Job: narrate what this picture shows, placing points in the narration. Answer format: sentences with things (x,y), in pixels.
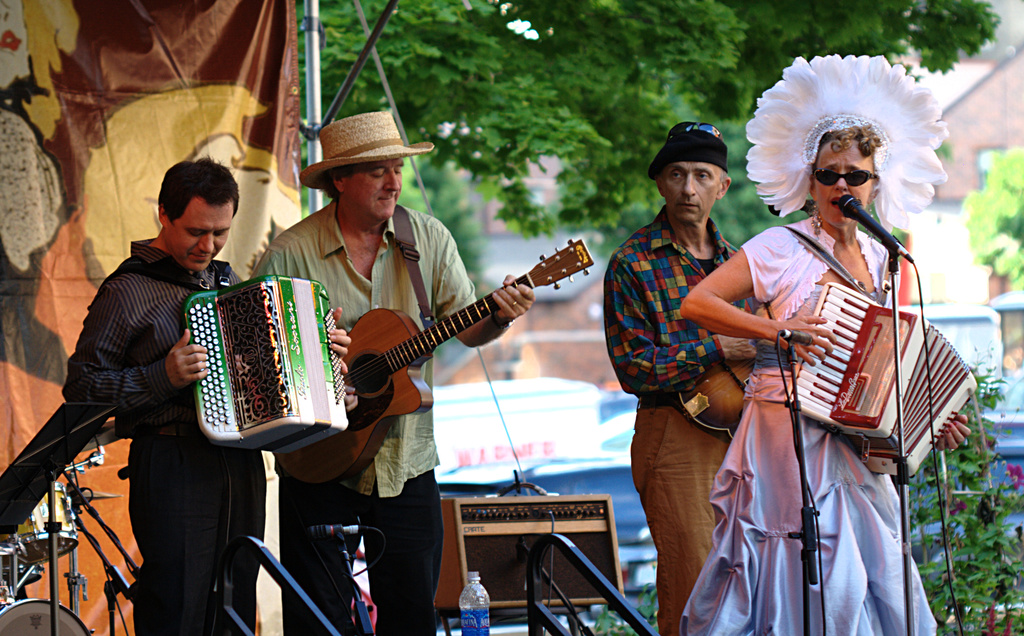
The image is of street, Three men (663,268) playing musical instruments (400,328) and a woman (854,254) singing playing a musical instrument (889,395). Behind them there is a drum kit (66,550) and back side there is a tree (663,84) and a curtain (234,73). Behind the lady (831,497) there are some plants (984,532).
